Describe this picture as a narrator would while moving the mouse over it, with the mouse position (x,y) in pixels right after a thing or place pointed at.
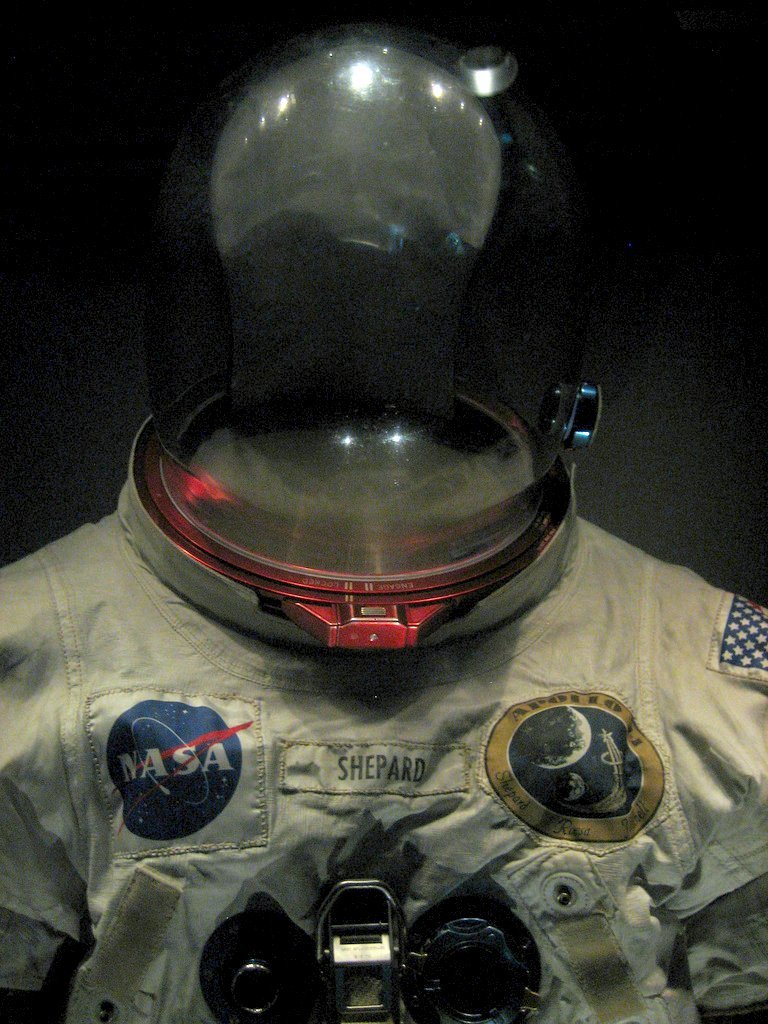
In this image there is an astronaut suit (366,649). There is text (169,752) on the suit (332,782). On the top (289,319) there is a helmet (297,439). The background (69,169) is dark.
